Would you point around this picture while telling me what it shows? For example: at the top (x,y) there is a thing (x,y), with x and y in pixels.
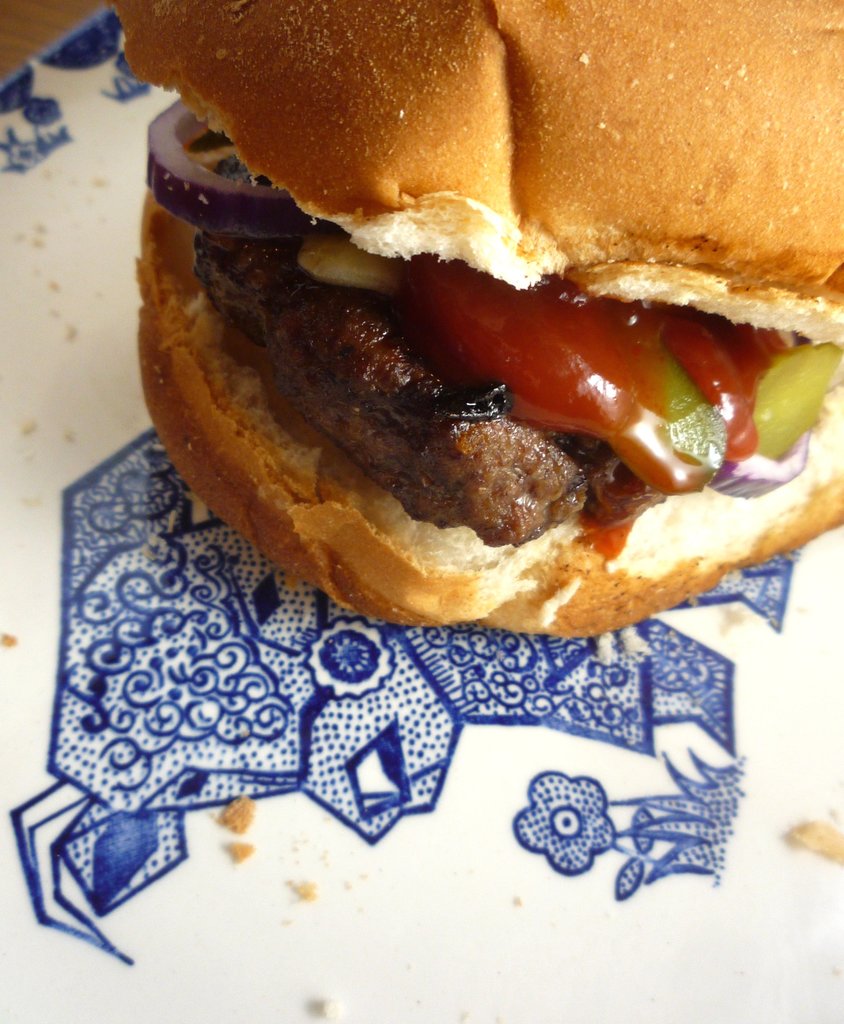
In this image I can see a plate (78,315) which is white and blue in color and on the plate (300,694) I can see a burger (553,319) which is brown, white, red and green in color. To the left top of the image (56,14) I can see the brown colored surface (46,38).
